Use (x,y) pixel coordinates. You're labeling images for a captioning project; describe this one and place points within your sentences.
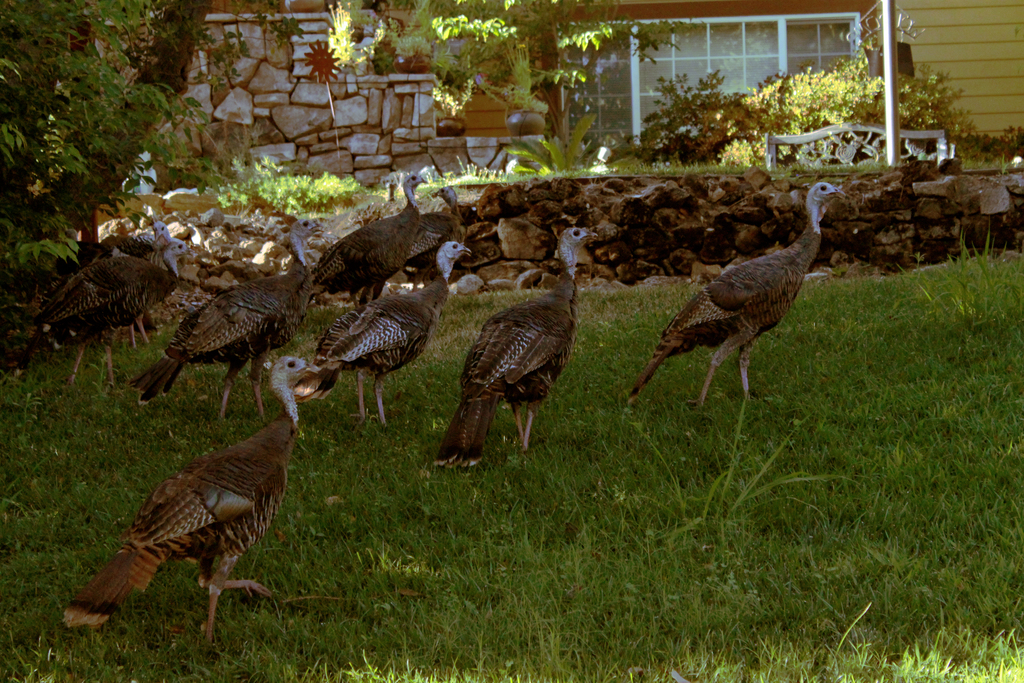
In the image we can see there are many birds (347,346) and plants (257,164). Here we can see pole (887,119), plants (873,88) and grass (773,424). Here we can see the stones (287,101) and the window (626,68).
